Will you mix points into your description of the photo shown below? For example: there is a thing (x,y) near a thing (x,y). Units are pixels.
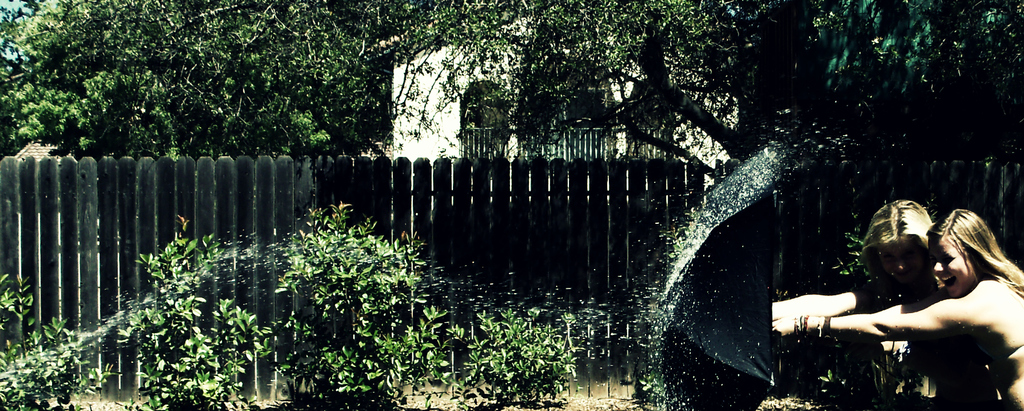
In the background (661,133) we can see the wall (418,76) and the fence (547,141). In this picture we can see the trees (521,69), wooden fence (545,178), plants (49,337). On the right side of the picture (1012,320) we can see the women (953,303) and they are smiling. It seems like an umbrella (764,305) which is in black color.
